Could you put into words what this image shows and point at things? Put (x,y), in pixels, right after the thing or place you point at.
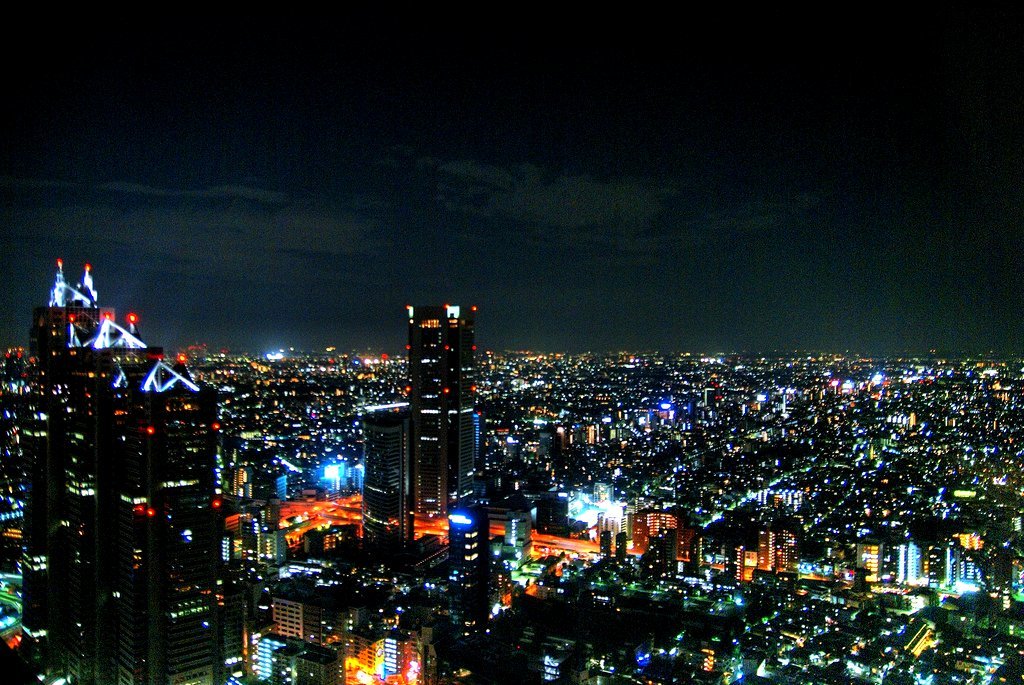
In this image at the bottom (261,537) there are buildings (50,542), skyscrapers (170,476) and there is a walkway (312,502) and some lights (748,561). And at the top of the image (452,228) there is sky (426,179).
